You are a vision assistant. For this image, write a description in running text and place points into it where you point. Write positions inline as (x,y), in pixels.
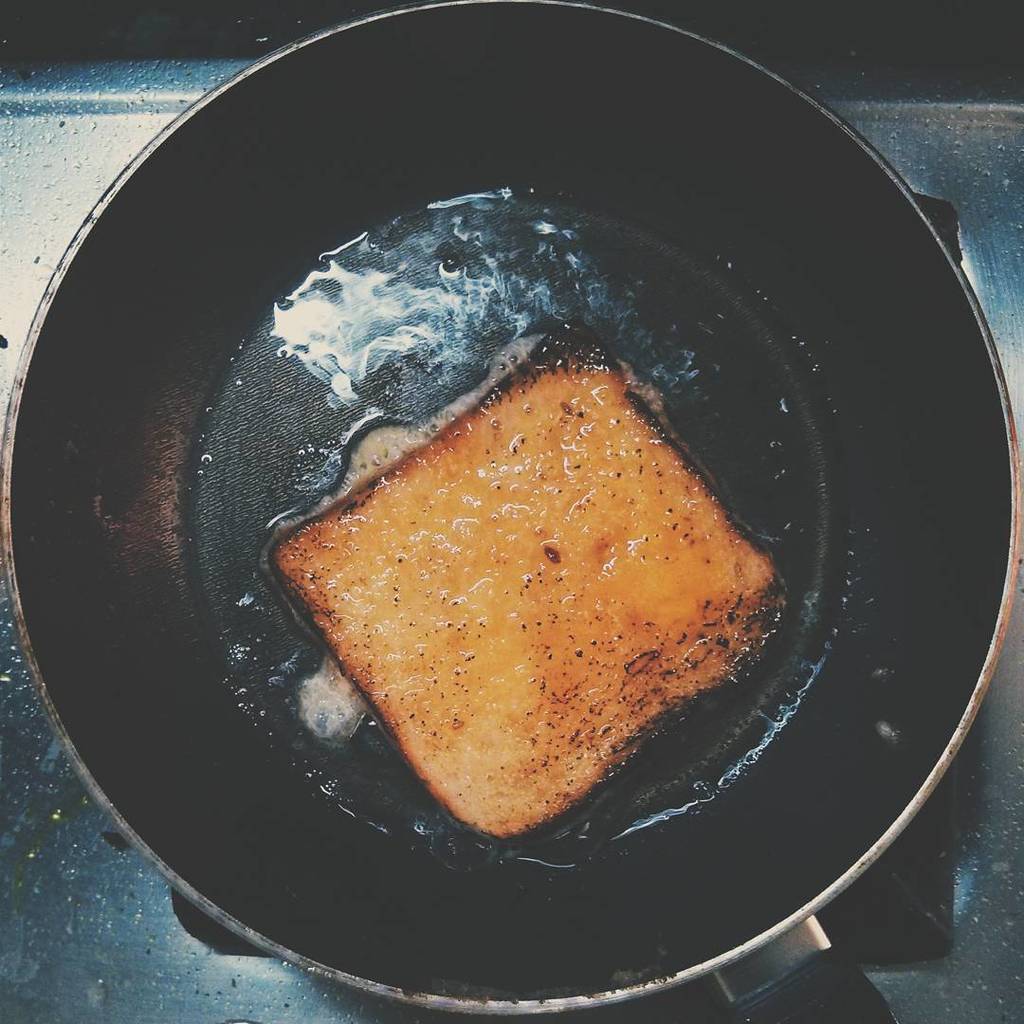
In this image there is a frying pan (302,117), there is bread (433,665) in the frying pan (667,731), at the background of the image (968,160) there is a metal object (100,118) that looks like a stove (135,887).
